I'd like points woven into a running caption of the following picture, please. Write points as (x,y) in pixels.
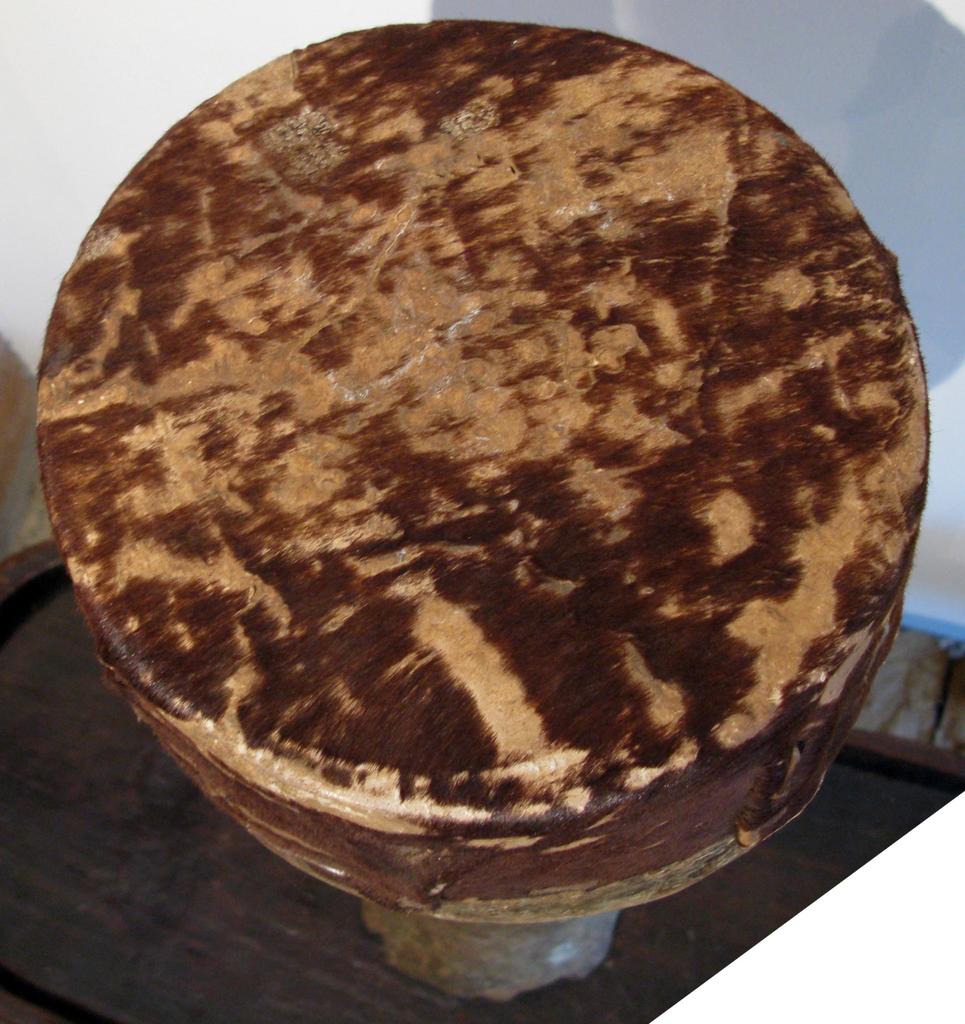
In this image we can see a wooden piece (305,371). In the background (77,50) there is a wall (948,354).
